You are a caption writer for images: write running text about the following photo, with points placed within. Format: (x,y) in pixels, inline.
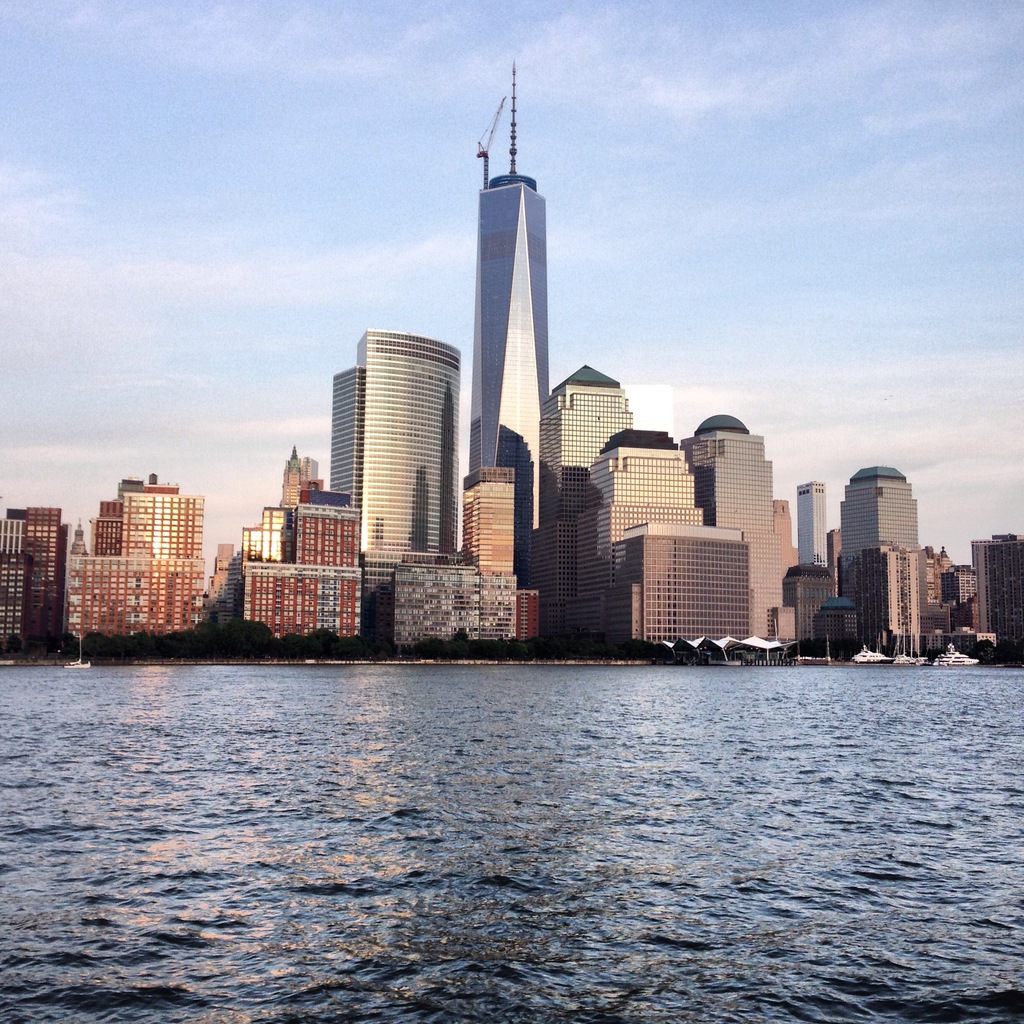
This image is taken outdoors. At the bottom of the image (421,830) there is a sea (697,789). At the top of the image (636,190) there is a sky (218,199) with clouds (959,152). In the middle of the image (484,525) there are many buildings (647,607) and skyscrapers (522,507) with walls (412,499), windows (332,555), doors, roofs (345,565), railings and balconies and there are a few trees (157,643) and ships (903,641).
